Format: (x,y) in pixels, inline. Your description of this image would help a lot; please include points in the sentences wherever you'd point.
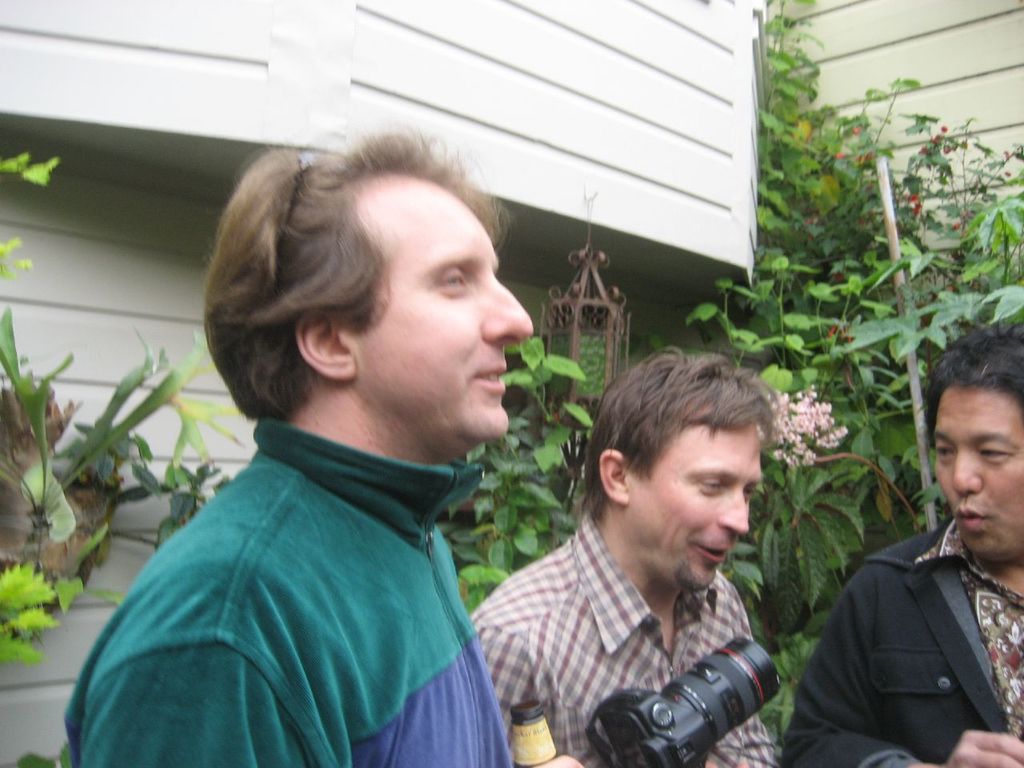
Here we can see three persons (663,641). One person (326,754) is holding a bottle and another person (735,756) is holding a camera (767,681). In the background (118,234) we can see plants (838,318), flowers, and wall (88,302).
